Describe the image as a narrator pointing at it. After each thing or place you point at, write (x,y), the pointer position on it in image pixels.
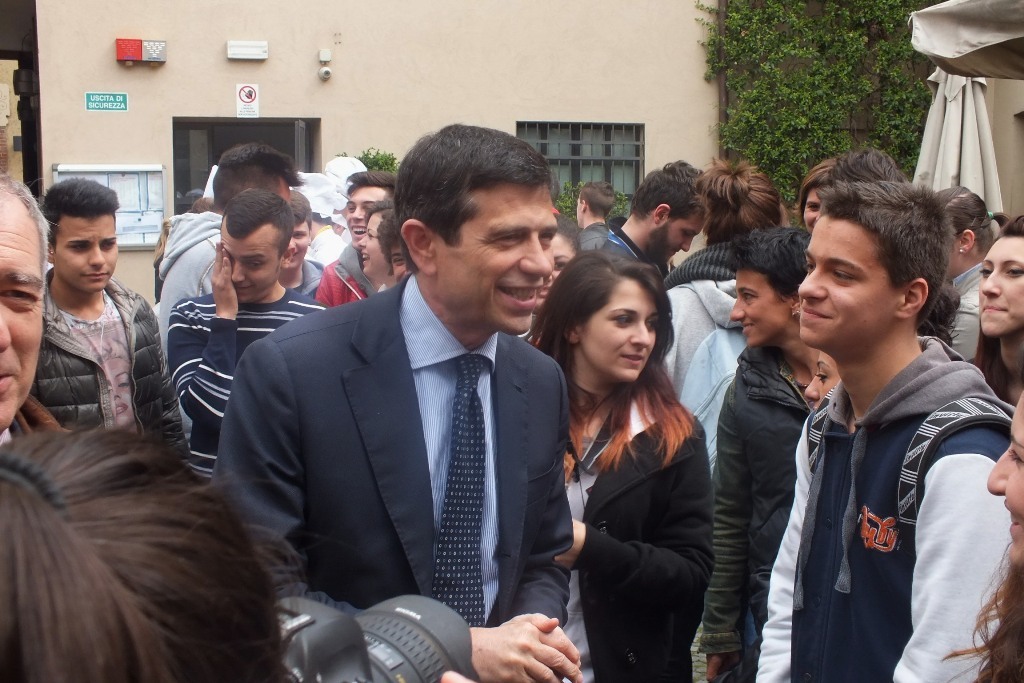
At the bottom of the image (114,533) a person (99,544) is standing and holding a camera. In the middle of the image (435,435) few people (60,256) are standing and smiling. Behind them there are some plants (904,8) and trees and building (5,4).
